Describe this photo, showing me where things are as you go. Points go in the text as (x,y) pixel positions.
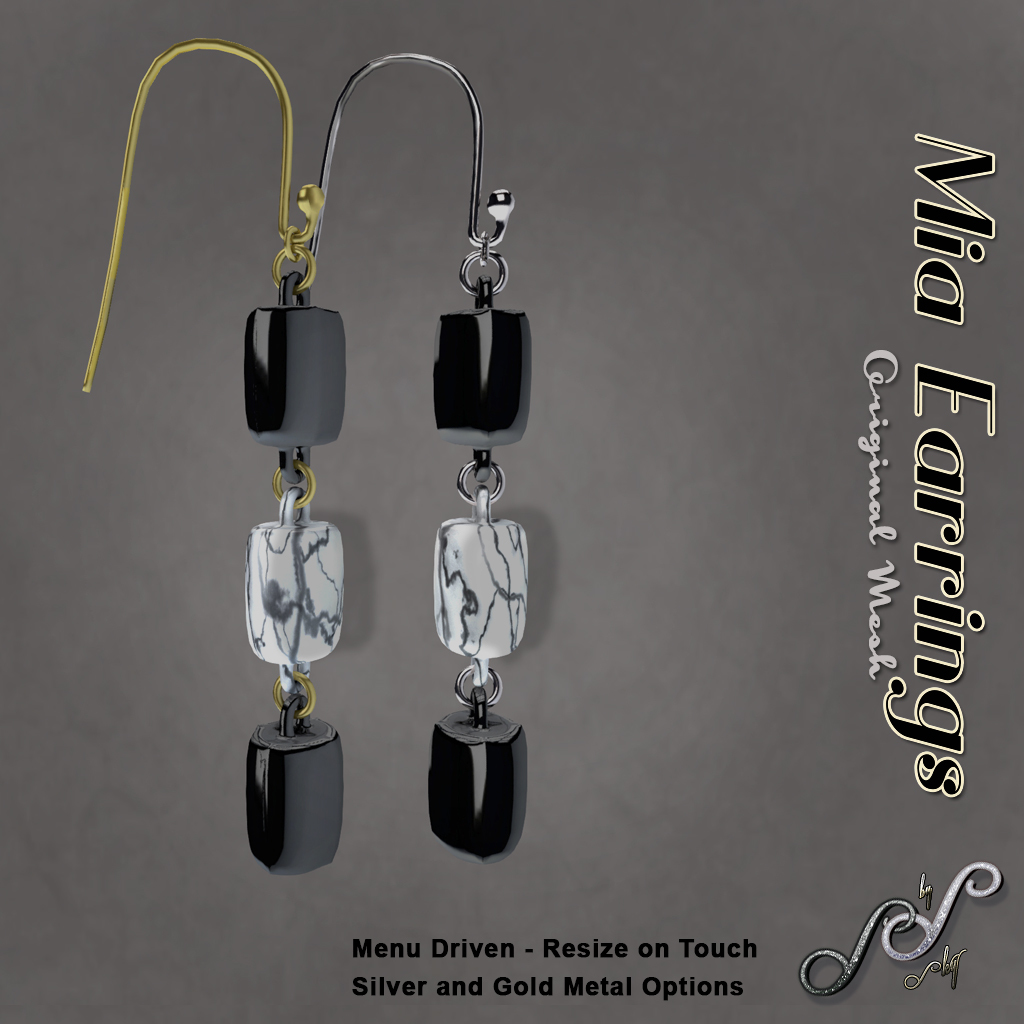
This is a picture of a poster (543,132) and we can see some information. In this picture we can see pair of earrings (262,639).
